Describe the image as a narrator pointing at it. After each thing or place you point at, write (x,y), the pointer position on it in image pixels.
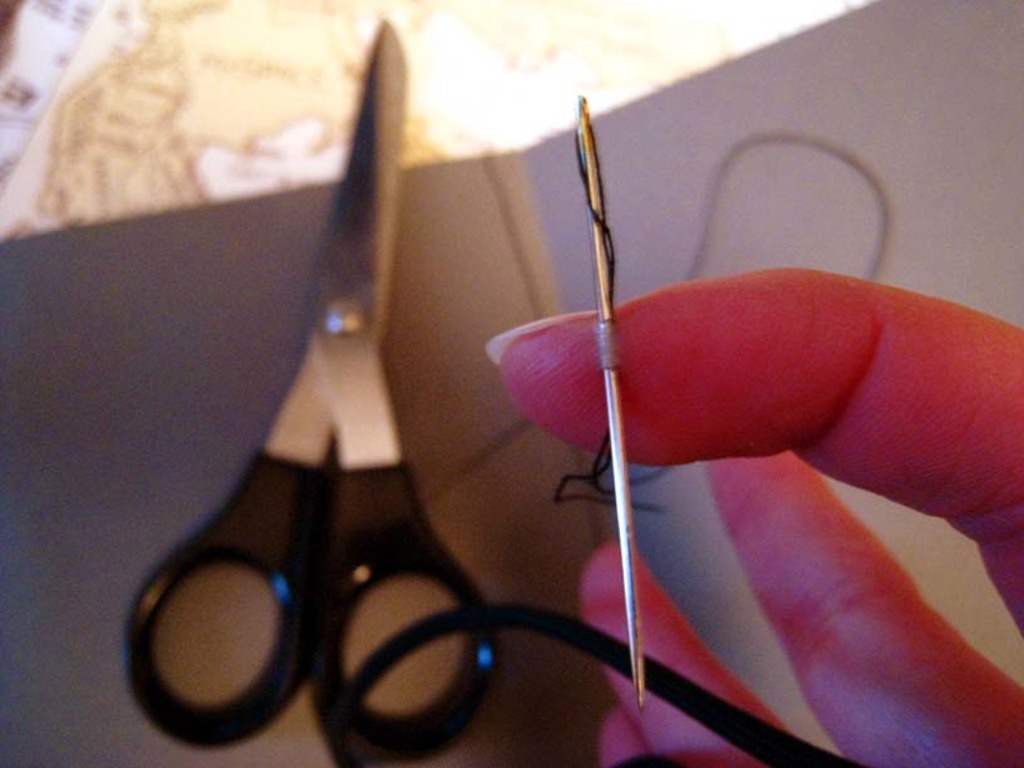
In the image a person (569,319) is holding a needle (589,177) and there is a scissor (309,554) kept in front of the person (606,615).
